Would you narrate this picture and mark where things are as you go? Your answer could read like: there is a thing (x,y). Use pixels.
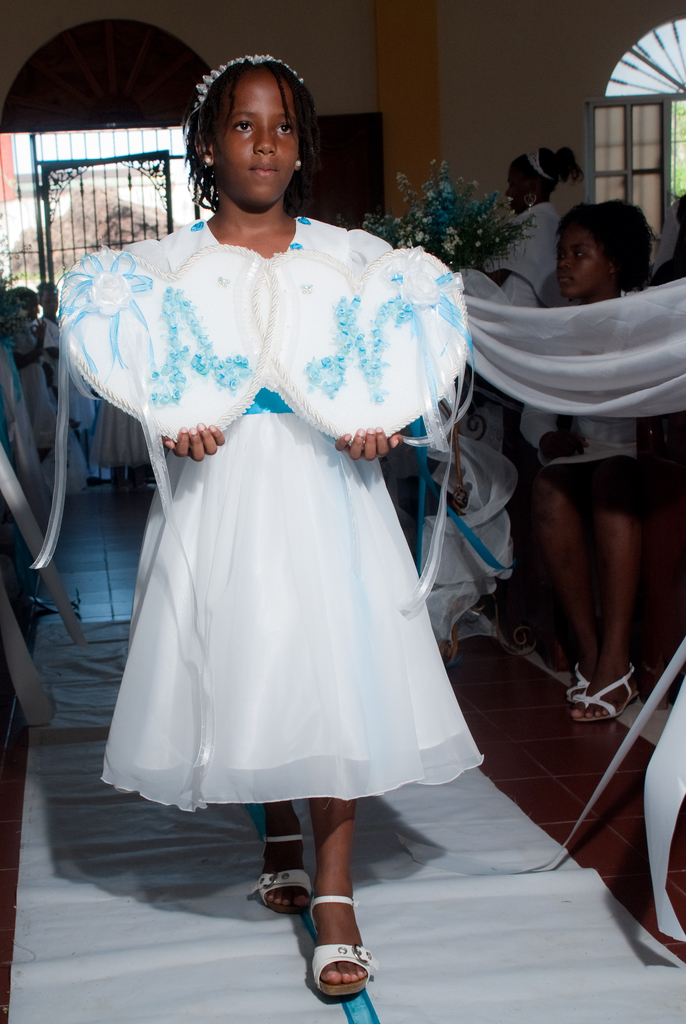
In the center of the image (311,448) we can see a girl (350,465) holding some objects (176,368) in her hands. On the left side of the image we can see a plant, cloth (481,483) and some ribbons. In the background (447,86), we can see group of people (31,414), windows (674,183), door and the wall (499,147).
